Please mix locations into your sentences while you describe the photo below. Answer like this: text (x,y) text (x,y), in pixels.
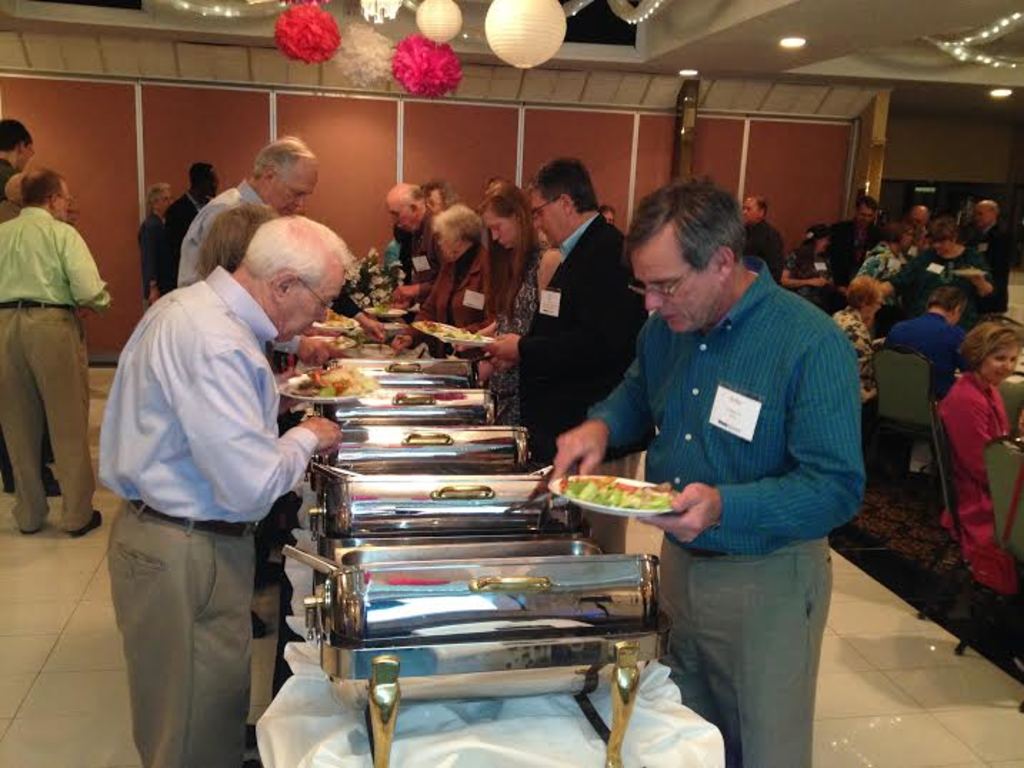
In this Image I can see the group of people (579,211). These people (583,356) are wearing the different color dresses (258,307). I can see few people (702,511) are holding the plates (620,503) with food (587,498). And there are the metal containers (408,630) in-front of these people (465,315). To the right (869,379) I can see few people (1009,354) sitting on the chairs (1019,509). In the back (461,168) there is a brown color wall (443,167). And I can see the decorative flowers (398,78) and the lights (537,39).
